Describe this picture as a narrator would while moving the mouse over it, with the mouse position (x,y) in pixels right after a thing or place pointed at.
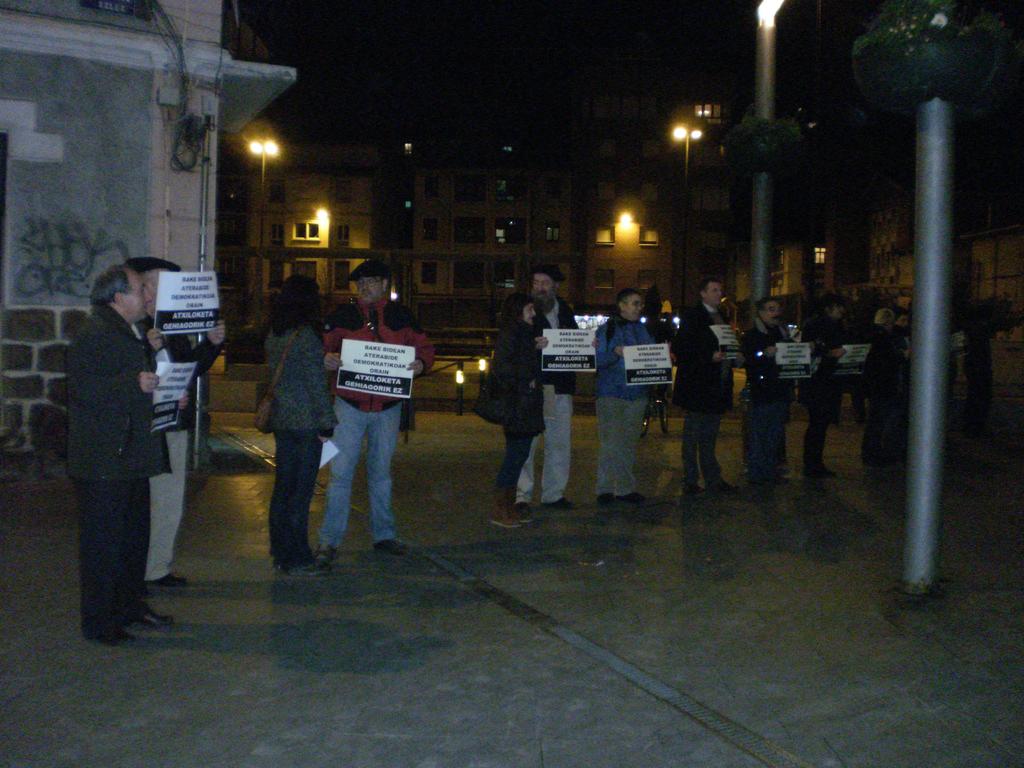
In the image we can see there are people (530,386) standing, wearing clothes (610,397), shoes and they are holding posters (665,375). Here we can see footpath (727,550), light poles (261,239), buildings (269,194) and the dark sky (434,60).
